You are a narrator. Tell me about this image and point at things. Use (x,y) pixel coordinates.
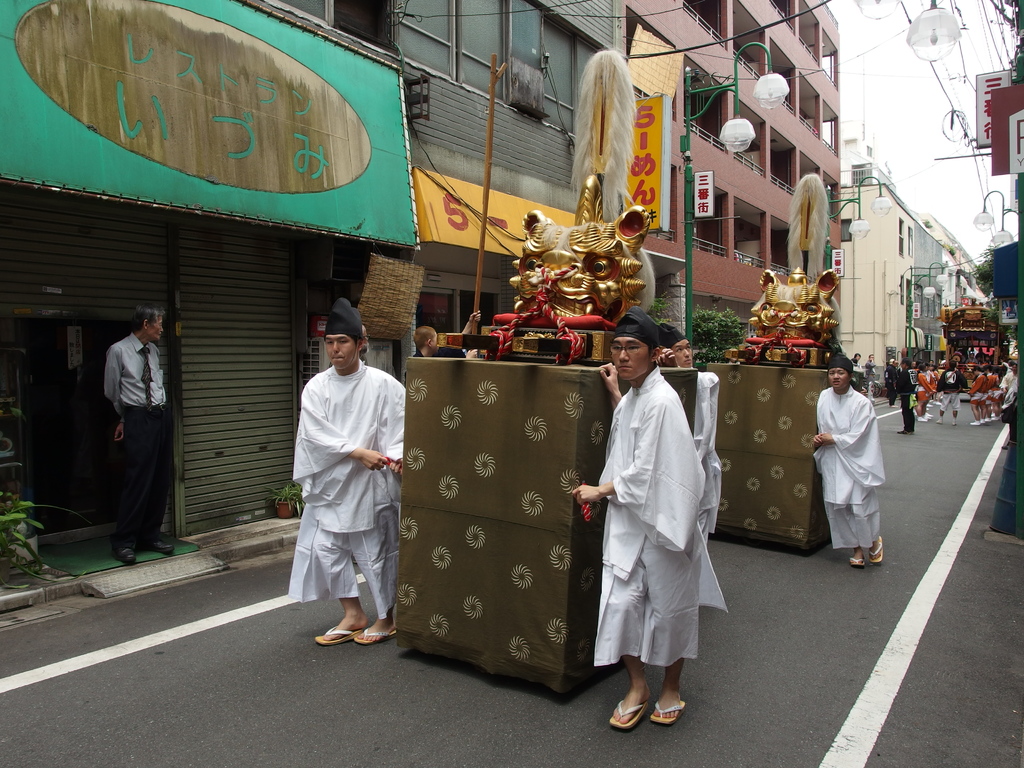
In this image we can see the buildings (442,271). Here we can see the brass sculptures (569,271) on the tables (604,426). Here we can see a few people (1017,436) on the road (965,459). Here we can see the decorative light poles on the side of the road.
